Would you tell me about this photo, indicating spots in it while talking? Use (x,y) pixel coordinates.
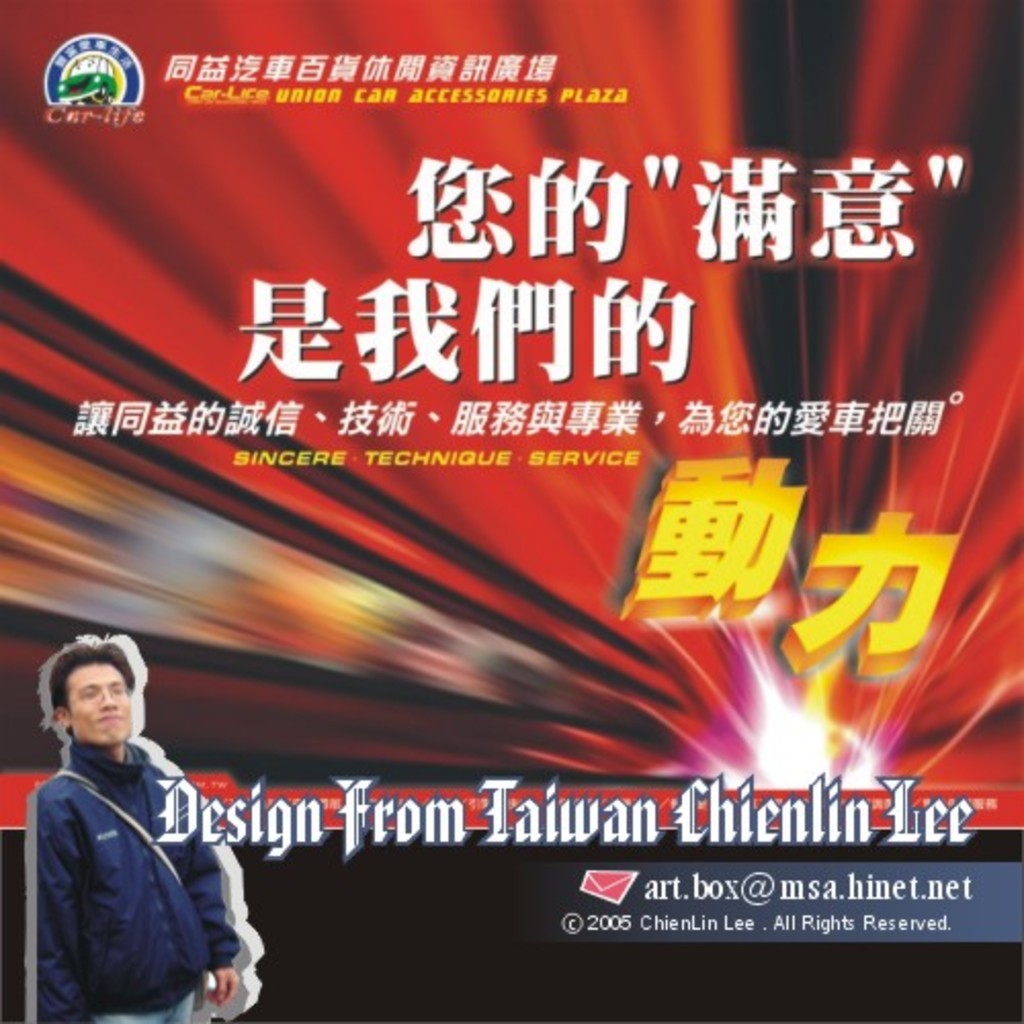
On the bottom left corner (134,907) there is a man (133,756) who is wearing spectacles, jacket (159,858), bag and jeans (140,1020). Here we can see poster (488,676) on which something is written.
